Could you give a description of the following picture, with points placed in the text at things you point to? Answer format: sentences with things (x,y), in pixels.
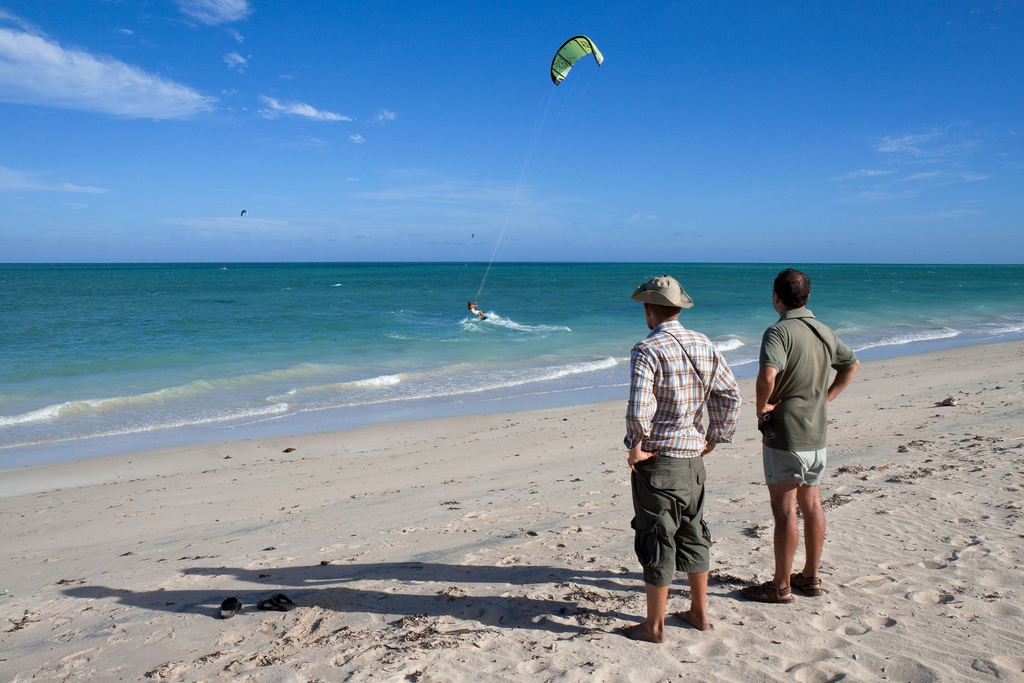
In the image there are two men (768,406) standing on the sand (602,530) in front of the beach (412,379) and there is a person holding the parachute (580,43).
